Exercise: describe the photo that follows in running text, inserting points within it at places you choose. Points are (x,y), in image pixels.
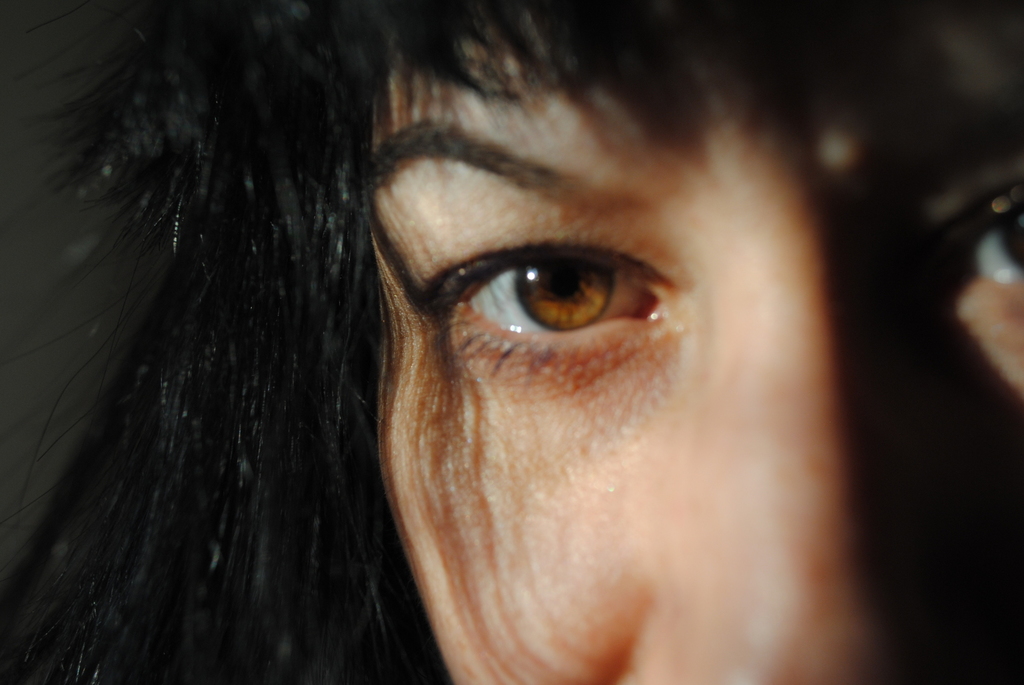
In this picture we can see a person (474,382) eyes (479,348), nose (761,588) and hair (194,287).
